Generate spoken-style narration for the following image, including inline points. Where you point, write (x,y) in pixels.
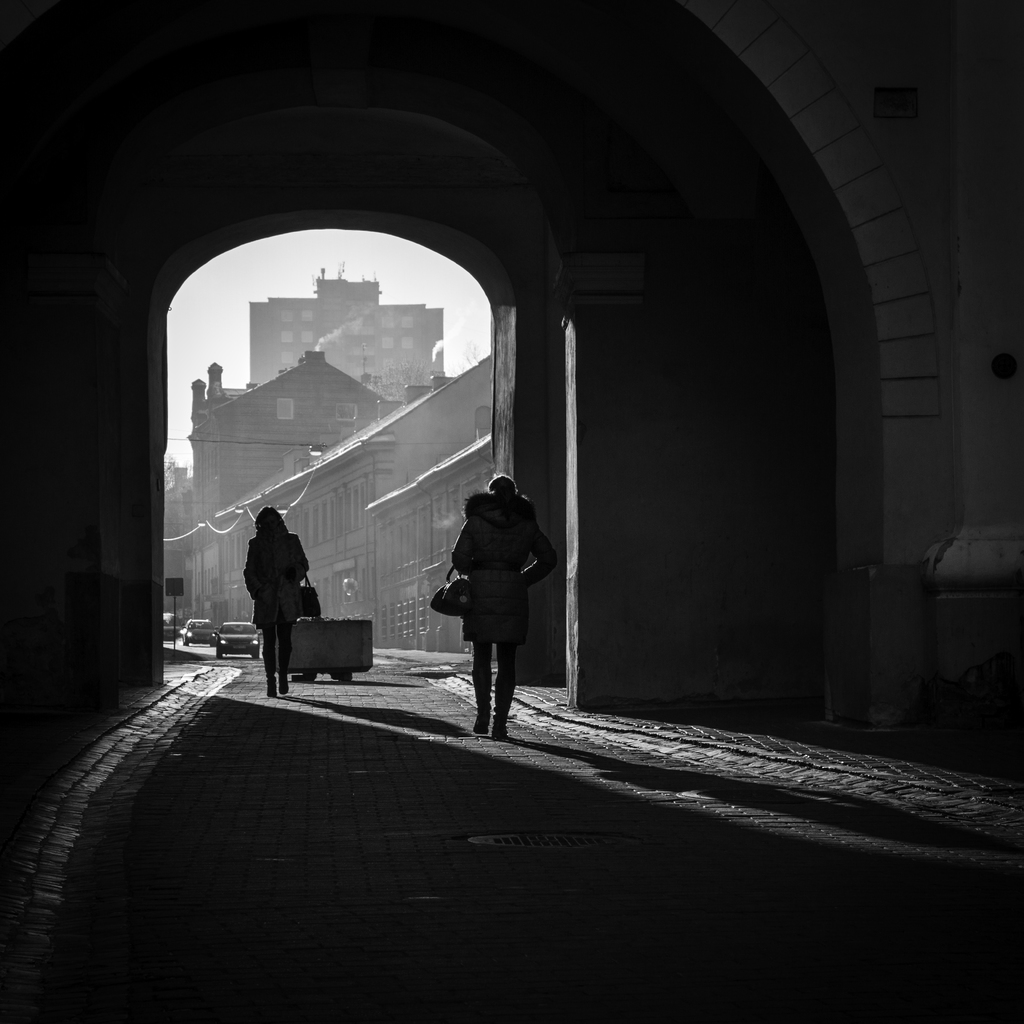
This is a black and white image. In the center of the image (360,674) there is a road (242,884). there are two persons (270,513) walking. In the background of the image (334,544) there are buildings (411,455). To the right side of the image (831,570) there is a wall (832,334).
